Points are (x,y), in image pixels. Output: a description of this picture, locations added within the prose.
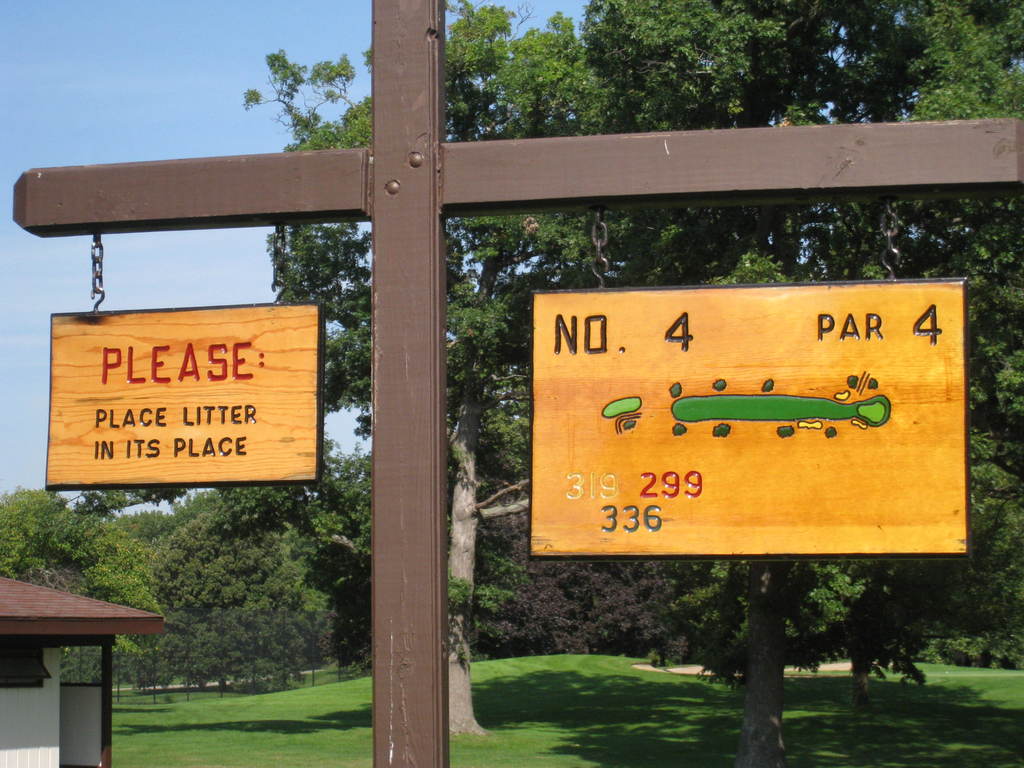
In this image there is a wooden pole (456,158) and two boards (776,425) are attached to it. On the left side of the image (58,673) there is a house (67,712). In the background (99,670) there are trees (639,235). At the bottom of the image (532,700) there is a surface of the grass (568,698).
